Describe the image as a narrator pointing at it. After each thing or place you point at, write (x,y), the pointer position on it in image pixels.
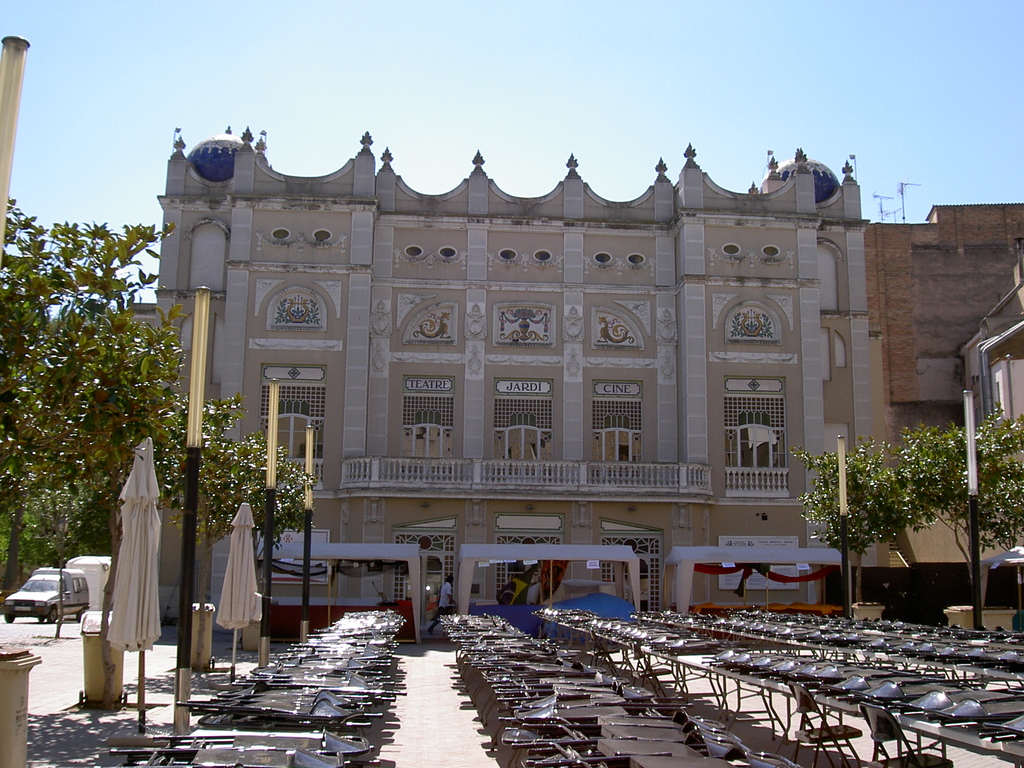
This is an outside view. At the bottom of this image (342,724) I can see few tables (497,719) on which many chairs (608,746) are placed. On the left side (188,525) there are some poles (184,616), two dustbins (95,660) and also I can see a car (46,603) on the road (34,634). In the background (567,451) there is a building (501,441). On both sides of this building (348,450) I can see the trees (99,421). On the top of the image (262,68) I can see the sky (352,44).
